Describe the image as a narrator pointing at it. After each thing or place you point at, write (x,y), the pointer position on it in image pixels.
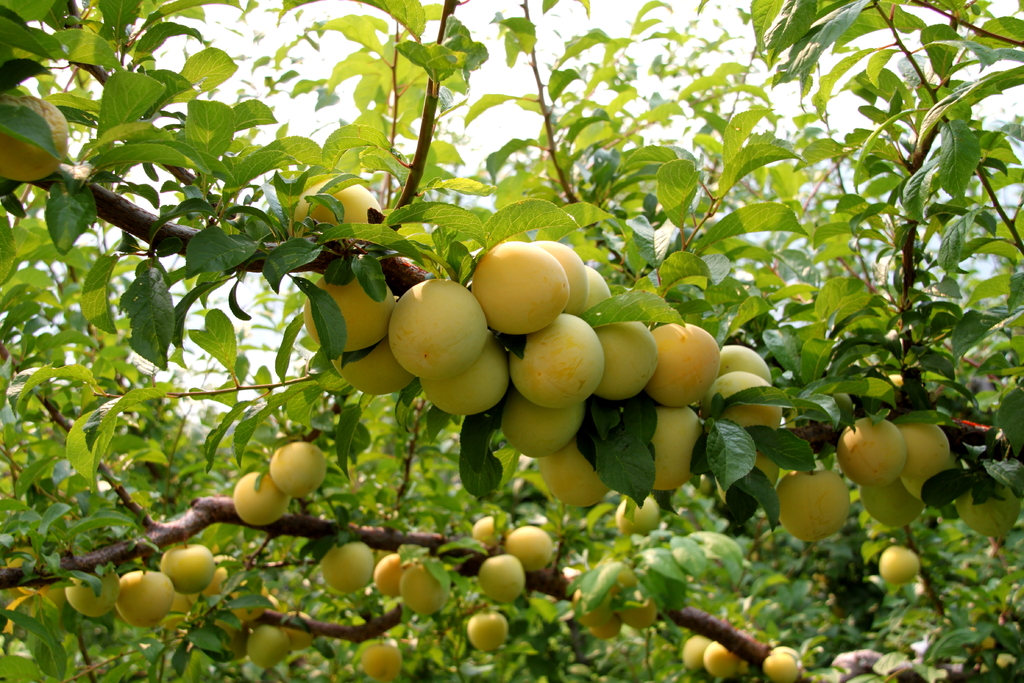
In this image there is a tree (968,460), there are fruits (464,356) on the tree (535,58), in the background of the image (513,84) there is the sky (500,92).
